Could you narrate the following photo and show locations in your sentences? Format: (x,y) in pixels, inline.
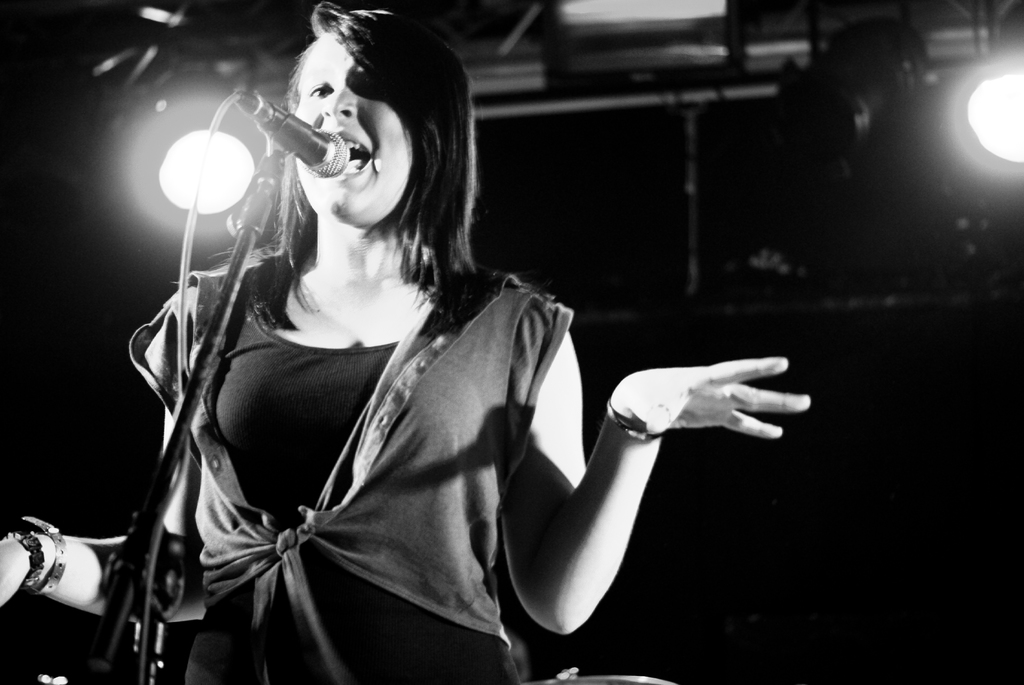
In the picture there is a woman (311,275) standing in front of a microphone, behind her there are lights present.
